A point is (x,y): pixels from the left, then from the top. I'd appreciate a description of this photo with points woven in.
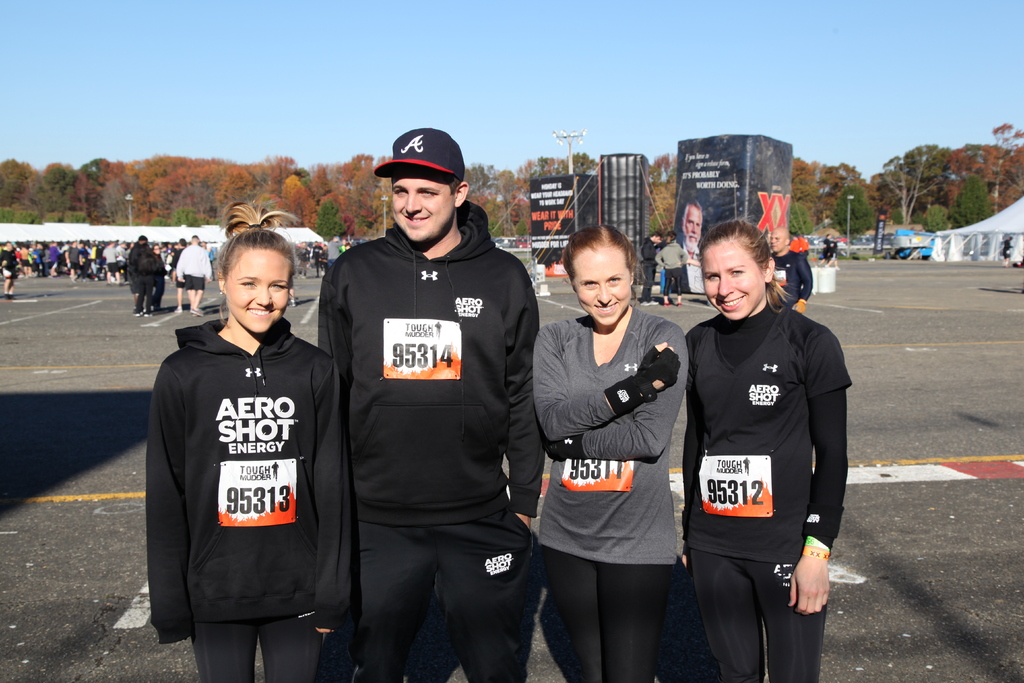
In this image there are four persons (420,401) standing on the road (124,578). There are badges (245,506) to their dress (352,444). In the background (96,266) there are so many people (49,254) standing on the road (108,322). Behind them there are tents (141,231) and trees (232,174). At the top (220,50) there is the sky (303,37). On the right side (721,158) there are big hoardings (641,187) and banners (567,190). In the middle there is a light pole (572,165). On the right side (975,235) top there is a white color tent (996,230).
